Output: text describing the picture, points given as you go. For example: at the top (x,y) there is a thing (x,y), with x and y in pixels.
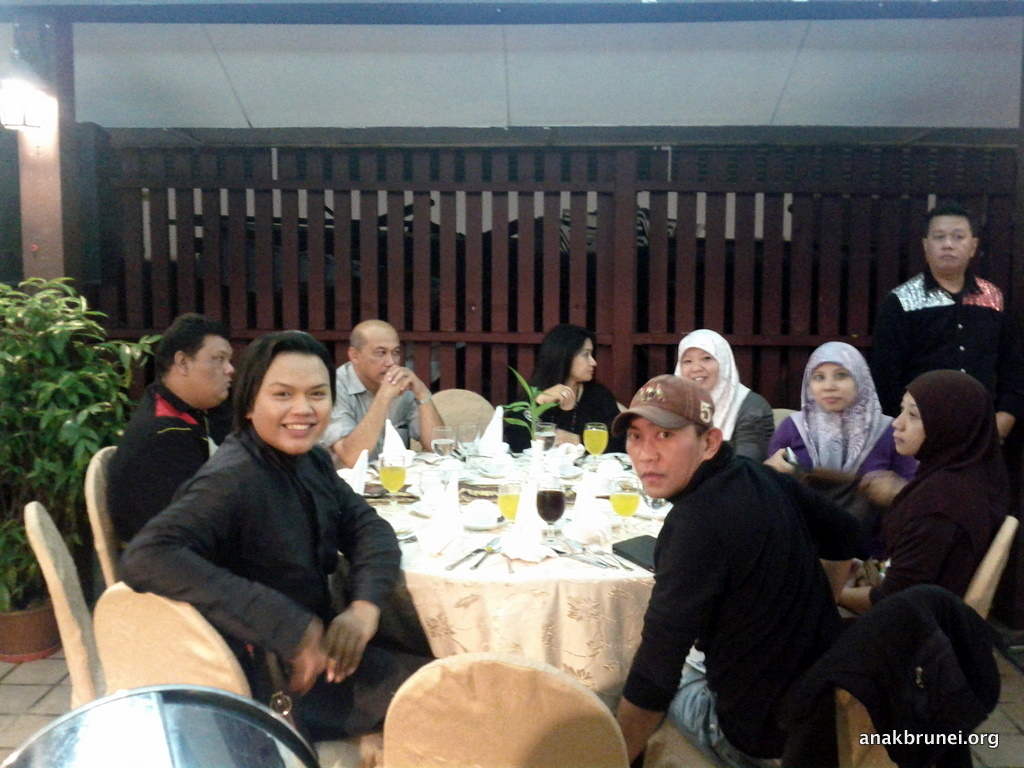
In this picture we can see some persons (774,479) are sitting on the chairs (505,737). This is table (493,614). On the table (540,602) there are glasses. Here we can see a plant (72,450). On the background (1012,416) we can see a man (989,392) who is standing on the floor (1008,691). And this is light (41,102).
